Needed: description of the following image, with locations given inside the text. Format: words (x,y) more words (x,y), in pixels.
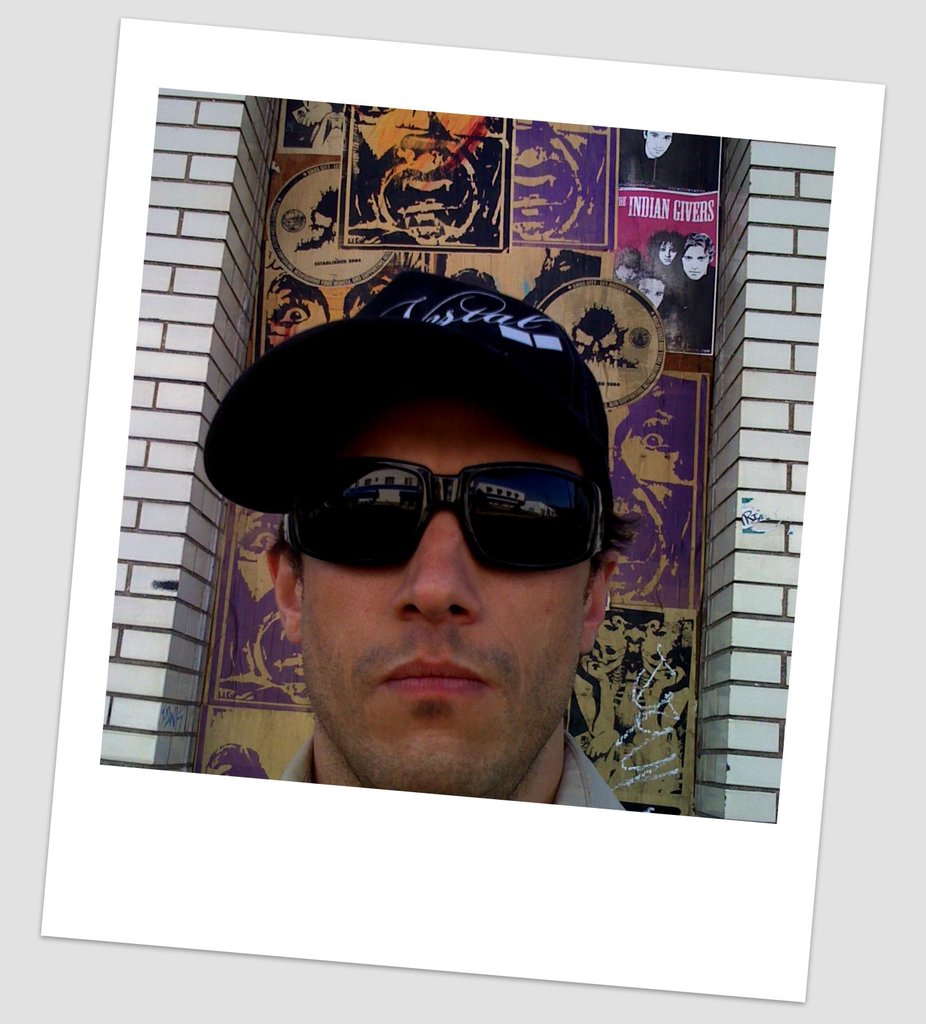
In this image we can see a photograph (445,473) of a man (528,329).
